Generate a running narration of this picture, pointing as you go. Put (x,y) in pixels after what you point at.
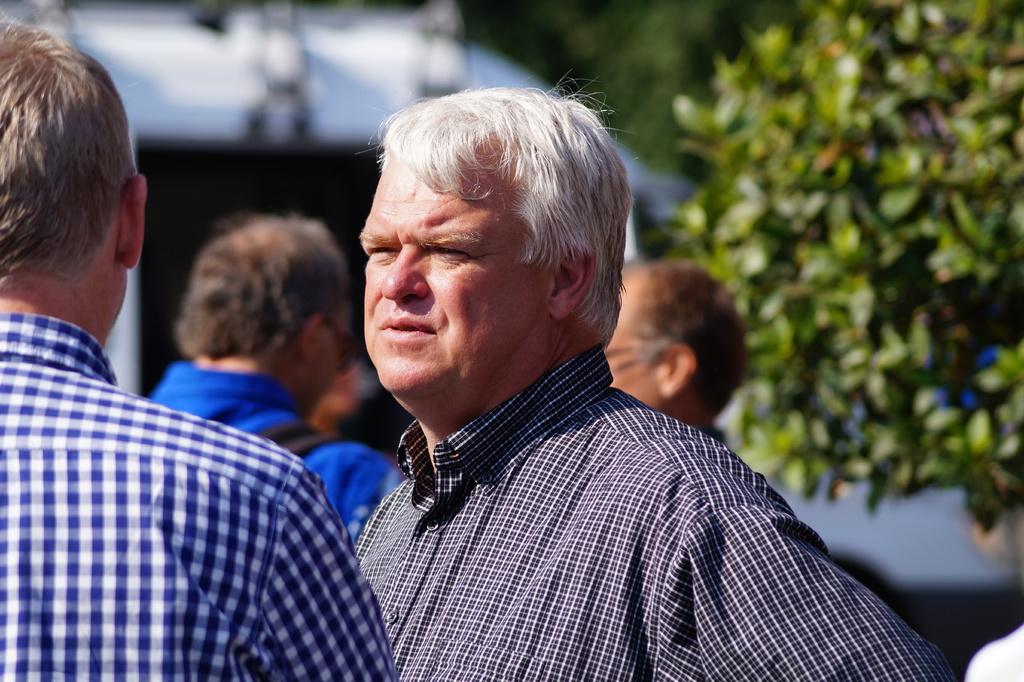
In this picture I can see 2 men (555,370) in front (439,331), who are wearing shirts (175,501). In the background (265,236) I see 2 persons (646,330) and on the right side of this image (805,217) I see the leaves (805,217) and on the top of this image (279,57) I see the white color thing (299,44).
